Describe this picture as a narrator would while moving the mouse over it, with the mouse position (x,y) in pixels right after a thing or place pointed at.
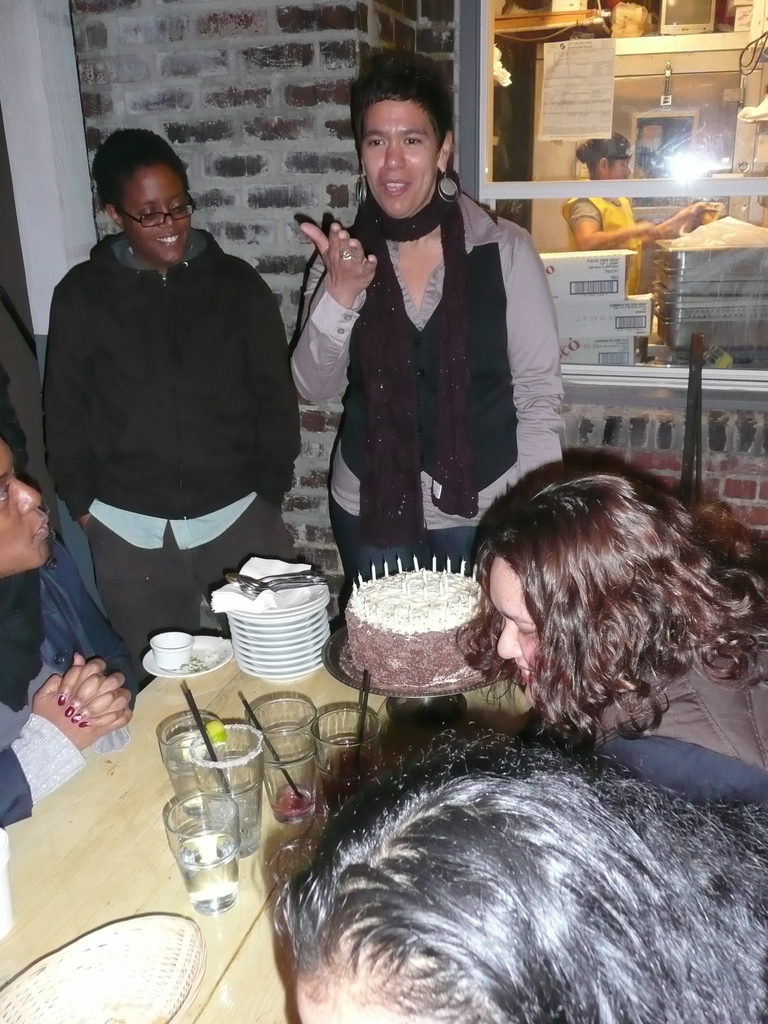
In this image in the middle (402,390), there is a woman (421,301), she wears a jacket (425,364), shirt (526,327). On the left (154,395) there is a woman (192,407), she wears a jacket (177,365), trouser (172,555). At the bottom (135,767) there is a table (208,694) on that there are glasses (193,816), cake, plates (290,646), spoons (279,586), tissues (281,573), cups (177,649). On the right (548,808) there are two women (571,778). In the background (630,282) there is a man (600,159), window (666,249), glass (656,268), boxes (616,277), poster (588,94), monitor (666,17) and wall (329,122).
